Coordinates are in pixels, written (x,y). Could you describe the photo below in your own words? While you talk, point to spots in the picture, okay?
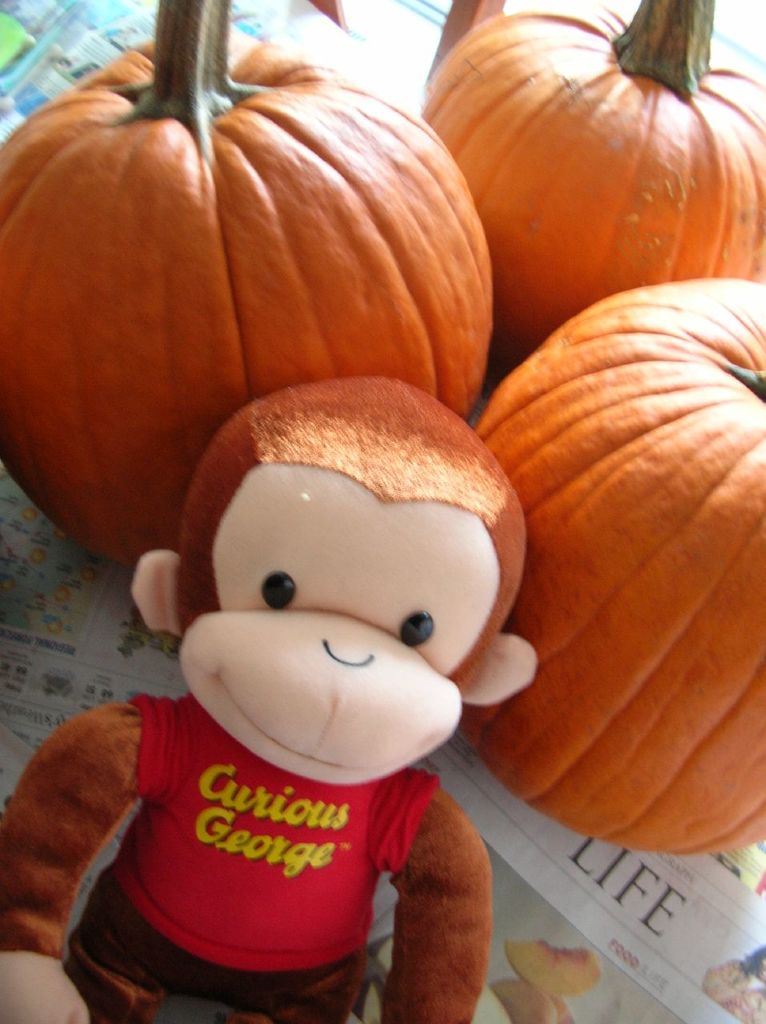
In the image we can see three pumpkins (533,420) and a toy (321,795), kept on the newspapers (618,913).
